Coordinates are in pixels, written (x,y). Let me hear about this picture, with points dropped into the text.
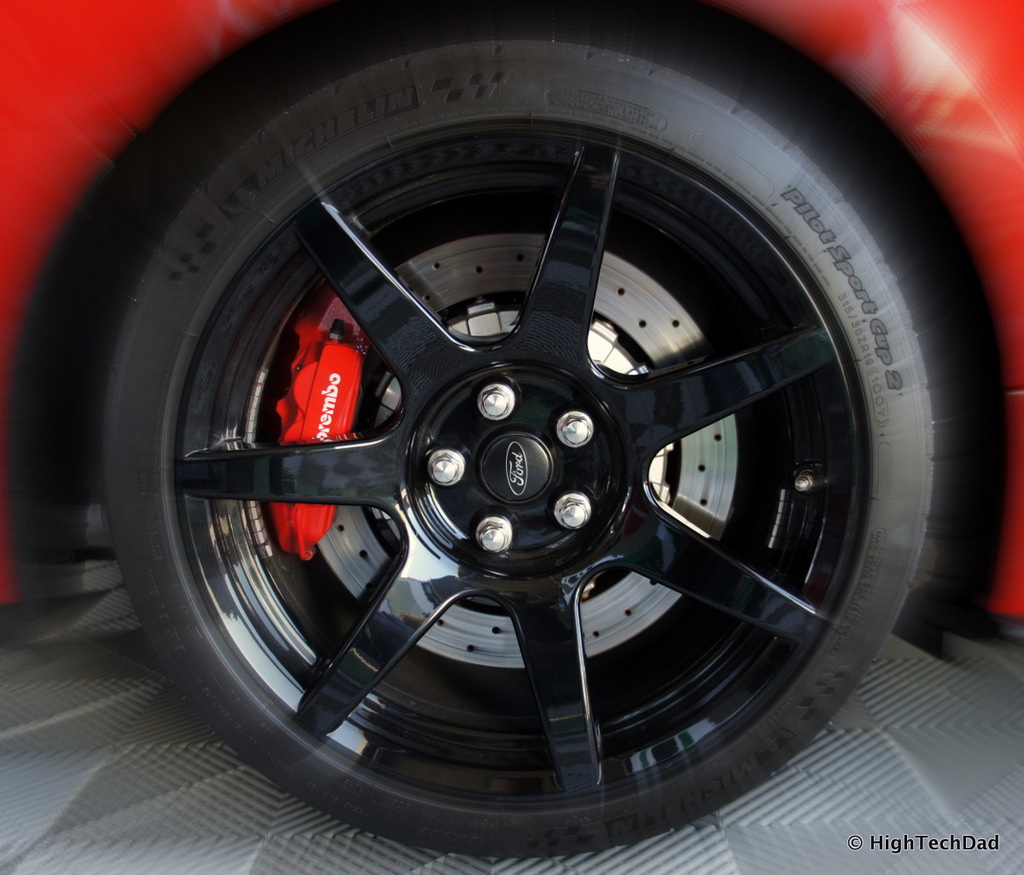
In this image I can see a vehicle (47,90) which is red in color and its Tyre (635,447) which is black in color and I can see a disk plate (463,289) which is silver in color and the brake (347,344) which is red in color. To the bottom of the image (98,826) I can see the floor (133,770) which is white in color.
